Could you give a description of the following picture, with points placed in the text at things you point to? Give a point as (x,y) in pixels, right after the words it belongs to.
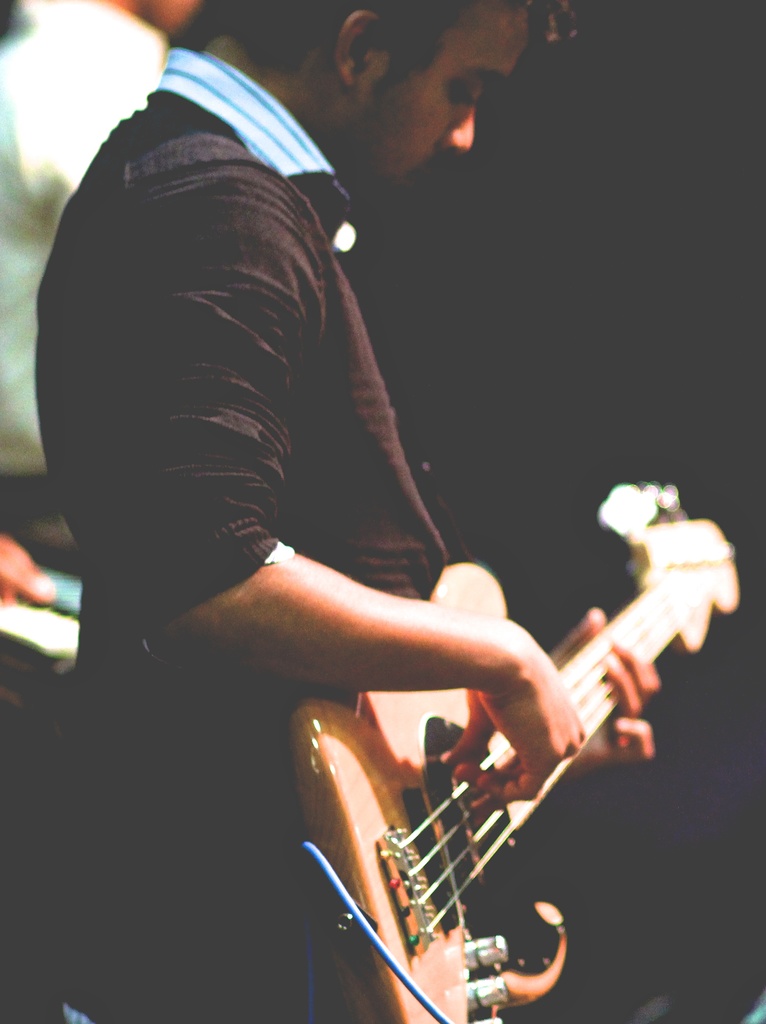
In this Image I see a man (434,511) who is holding the guitar (392,1003).
